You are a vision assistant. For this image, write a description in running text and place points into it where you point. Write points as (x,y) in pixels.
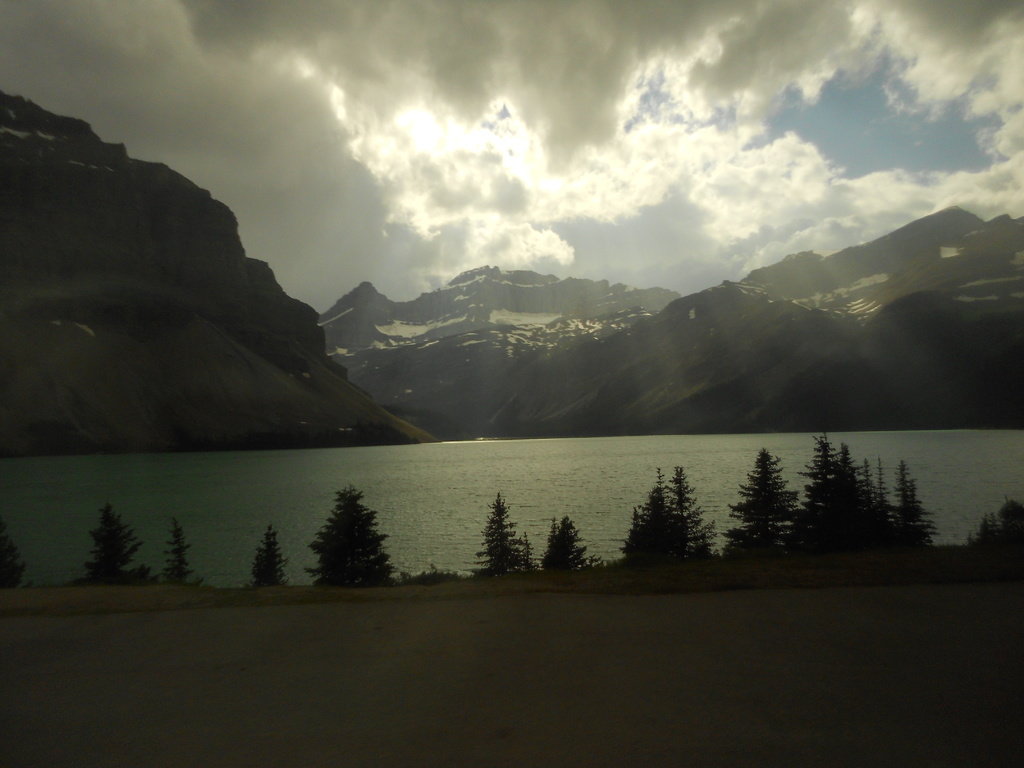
In this picture I can see hills (47,173), water (613,490) and few trees (660,549) and I can see a blue cloudy sky (667,153).
